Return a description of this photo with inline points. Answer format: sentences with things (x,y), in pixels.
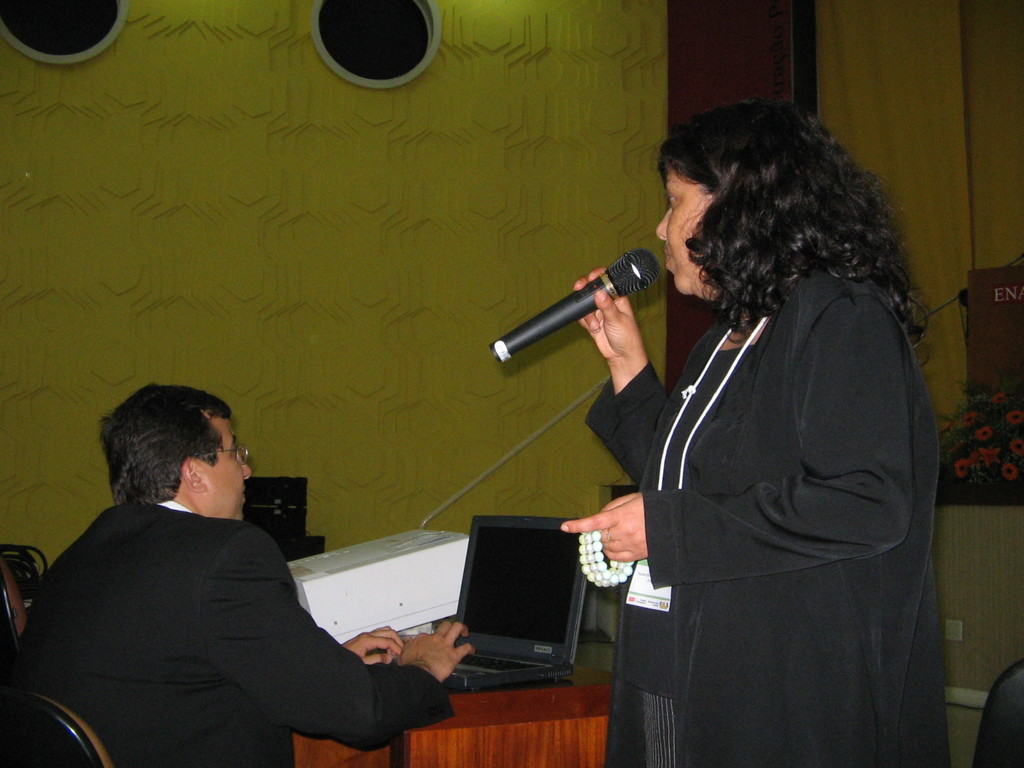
In this image on the right side (722,412) there is one woman (709,508) who is standing and she is holding a mike (568,304) it seems that she is talking and on the left side (178,617) there is one man (200,620) who is sitting on a chair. In front of him there is one table (472,711) on that table (495,688) there is one laptop (508,628) and on the background (301,119) there is a wall (573,109) and two windows (381,26) are there.
